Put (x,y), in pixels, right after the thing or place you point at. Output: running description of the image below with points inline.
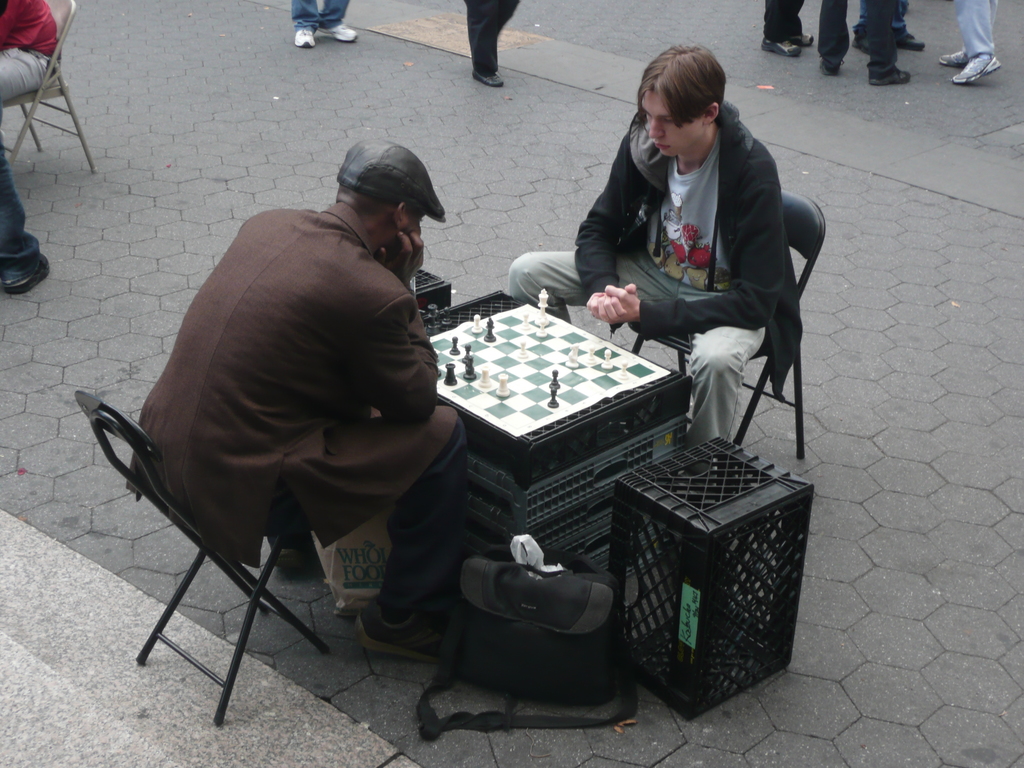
This two persons (635,284) are sitting on chairs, in-between of them there is a baskets (588,432), above this baskets (584,434) there is a chess board (574,369) with coins (588,346). On floor (455,737) there is a bag (559,676). Far few persons (331,29) are standing and one person (33,49) is sitting on a chair (49,80).
